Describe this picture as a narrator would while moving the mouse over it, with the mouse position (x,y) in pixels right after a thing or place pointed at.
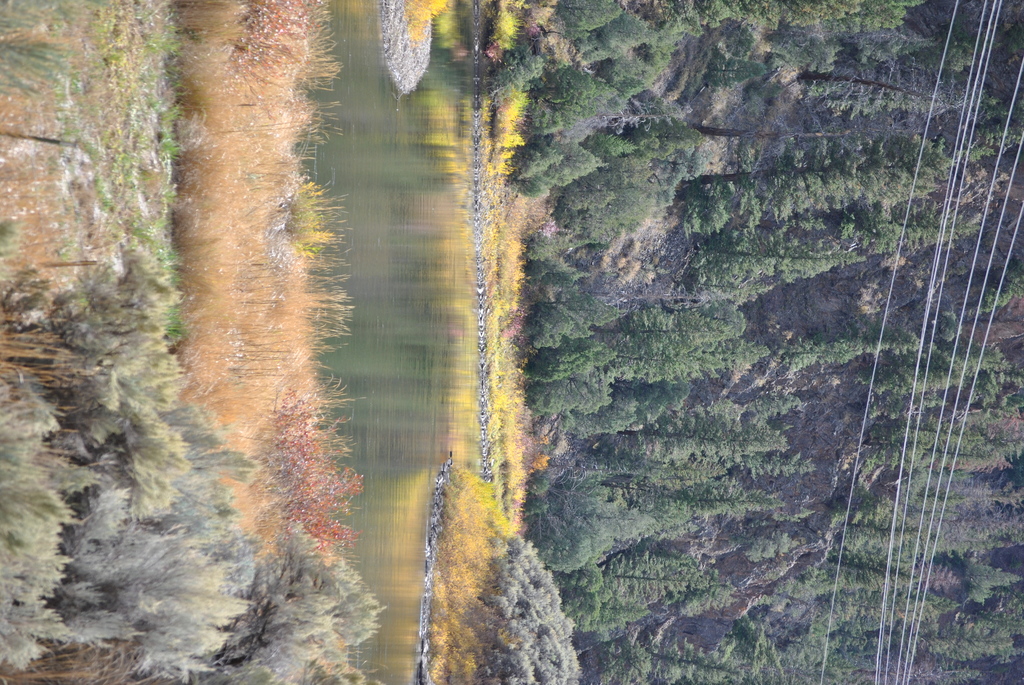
In this image on the right (802,355), there are trees (885,430) and cables (847,510). In the middle (395,326) there is water (417,433). At the bottom (205,556) there are plants (148,333), grass (170,271) and land (43,238).
